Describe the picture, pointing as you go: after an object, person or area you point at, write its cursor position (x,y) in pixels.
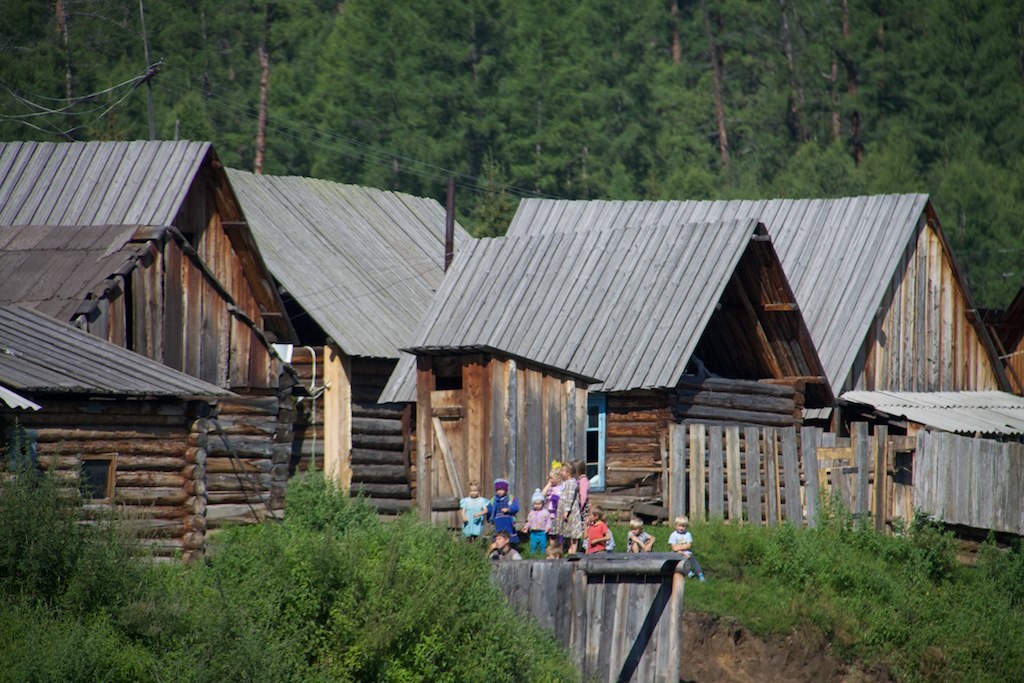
At the bottom of this image (85,617), there are plants (906,546), a wooden wall (620,591), children (512,501), and grass (741,537) on the ground (822,593). Some of these children (571,523) are sitting on the ground (619,528). In the background (554,380), there are houses (346,270) having roofs (944,239), there are poles (151,69) and there is a mountain (466,56).
